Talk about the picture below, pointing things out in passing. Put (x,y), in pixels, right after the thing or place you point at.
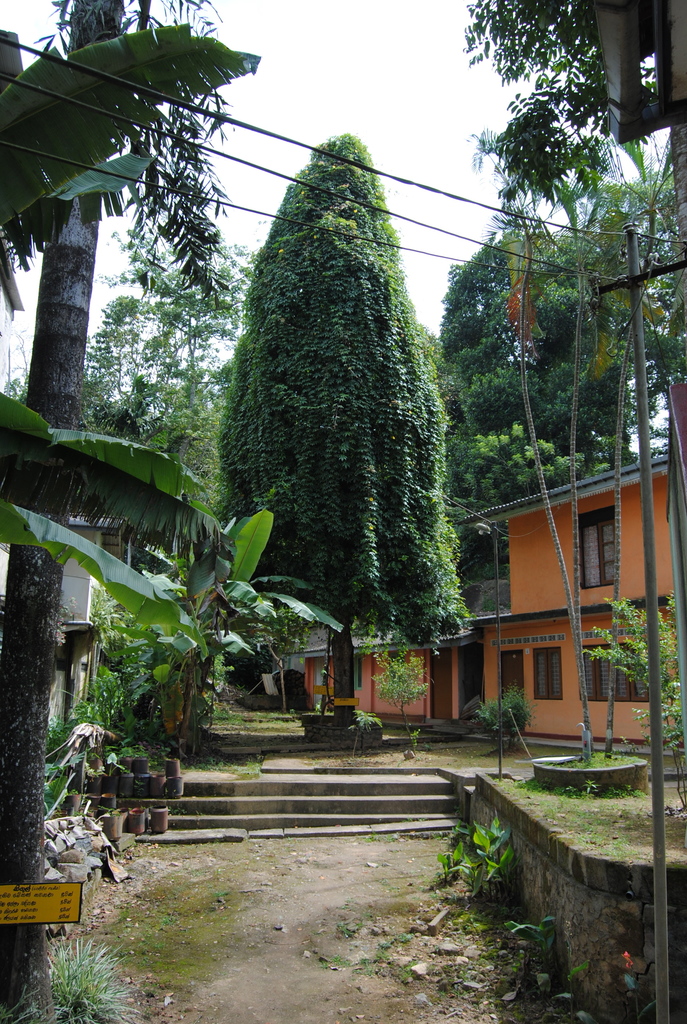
In the picture I can see a building (364,687), trees (247,645), wires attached to the pole (655,776), steps (342,810), plants (54,976), the grass (76,967) and some other objects (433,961). In the background (404,74) I can see the sky (354,82).
